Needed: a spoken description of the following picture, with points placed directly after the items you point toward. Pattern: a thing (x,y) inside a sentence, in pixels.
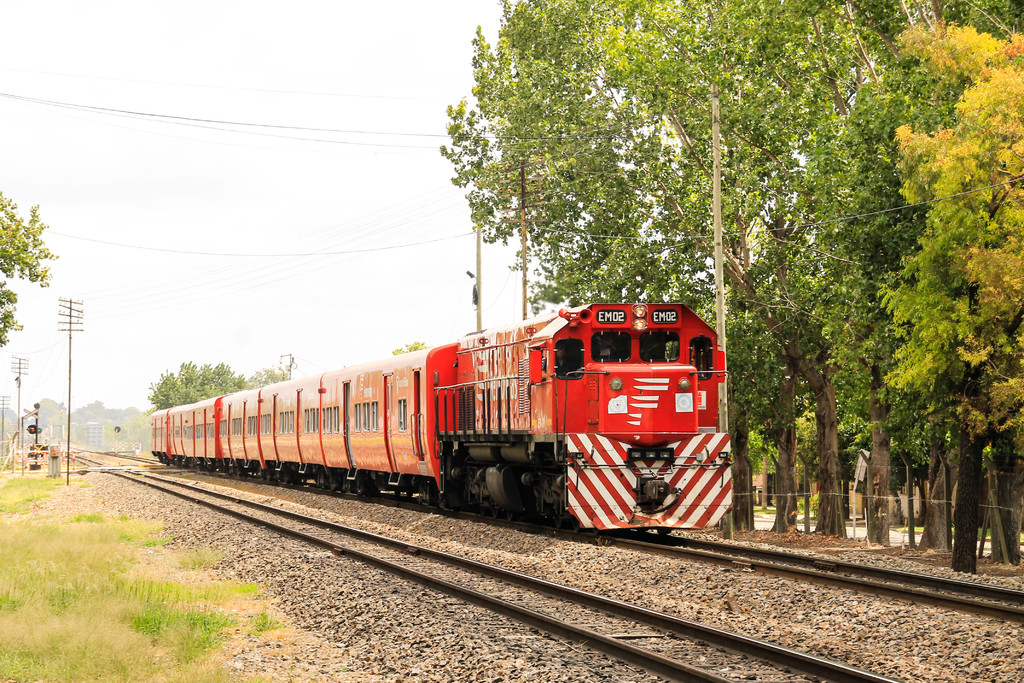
In this picture I can observe a train (437,440) moving on the railway track (780,553). Beside the train (373,436) I can observe a railway track (395,552). This train (456,430) is in red color. On the right side (771,248) I can observe trees (849,350). On the left side (59,620) there is some grass (59,620) on the land (109,593). In the background (165,249) there is sky (180,219).
